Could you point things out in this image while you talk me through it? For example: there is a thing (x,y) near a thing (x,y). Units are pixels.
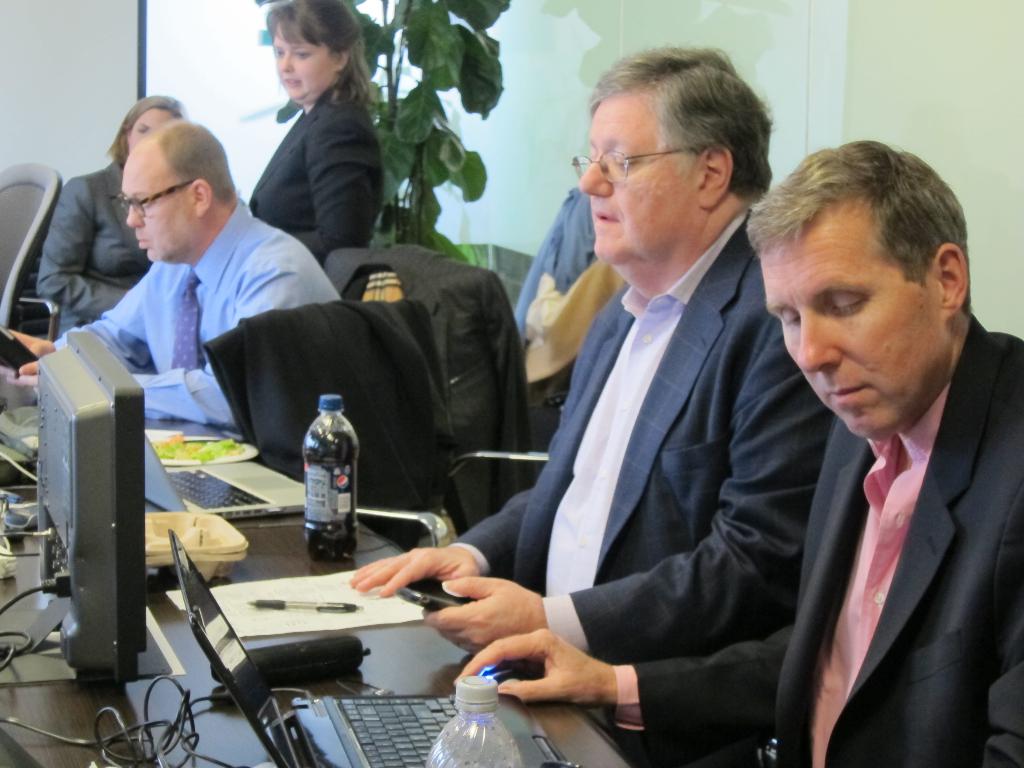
In this image there are people (597,497) sitting on chairs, in front of them there is a table (127,706), on that table (144,718) there are laptops (153,464), papers (297,576), bottles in the background (338,169) there is a woman (345,157) standing and a plant (419,117) and a wall (892,28).
